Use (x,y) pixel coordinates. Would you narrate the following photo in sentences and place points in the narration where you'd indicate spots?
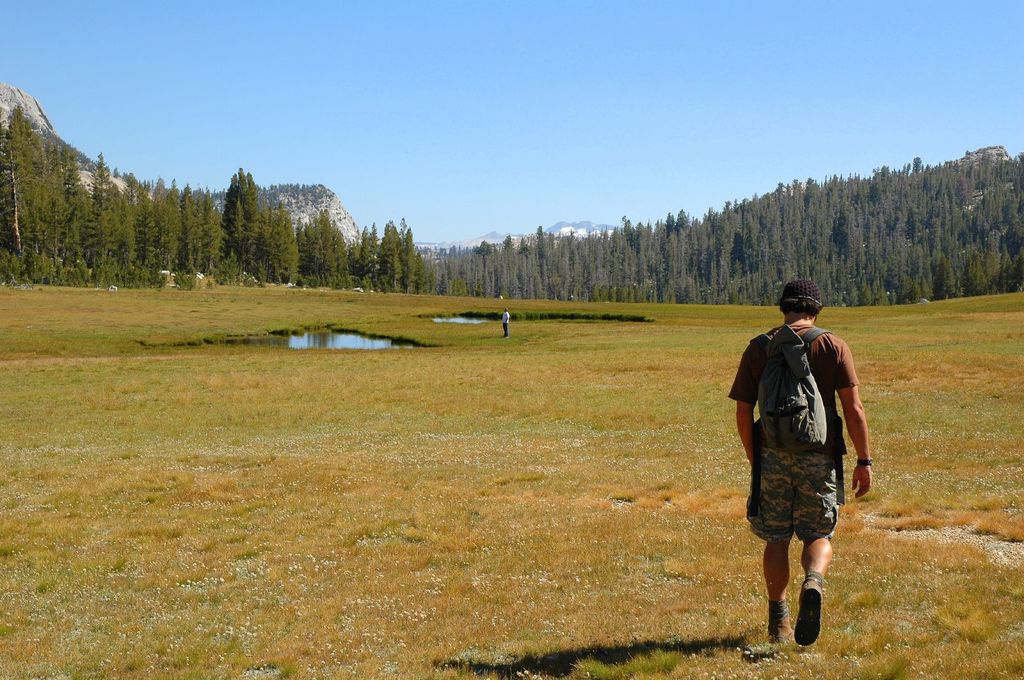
In the foreground of the picture (16,537) we can see grass (521,537), water bodies (272,340) and two persons (820,502). In the middle of the picture (392,278) there are mountains (602,225) and trees (665,271). At the top (381,116) it is sky (263,95).
